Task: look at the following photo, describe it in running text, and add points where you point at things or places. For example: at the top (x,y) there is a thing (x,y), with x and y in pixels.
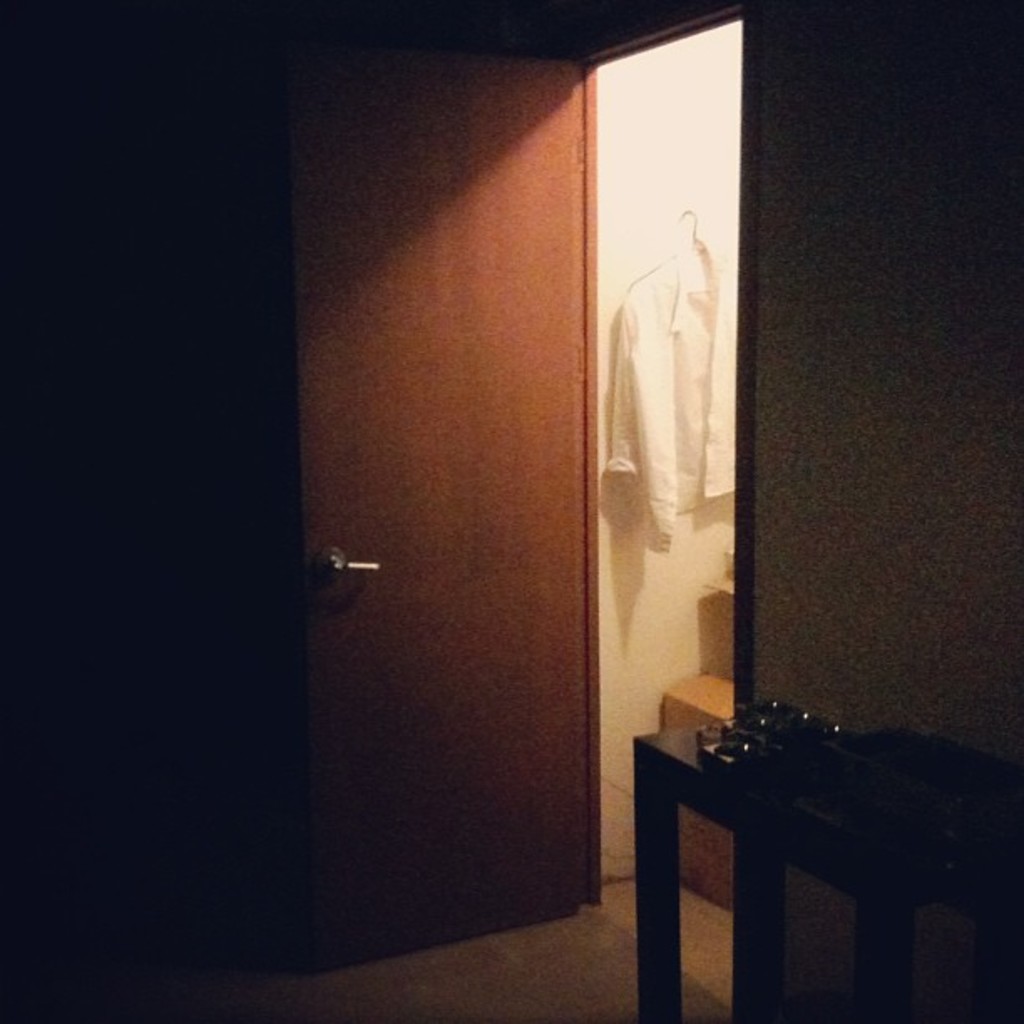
In this image we can see an inside view of a room (799,257). In the center of the image (676,421) we can see a shirt (704,341) on hanger (690,260), door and a table (841,801) with some items (770,749). In the background (693,694), we can see a box (711,691) placed on the ground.
